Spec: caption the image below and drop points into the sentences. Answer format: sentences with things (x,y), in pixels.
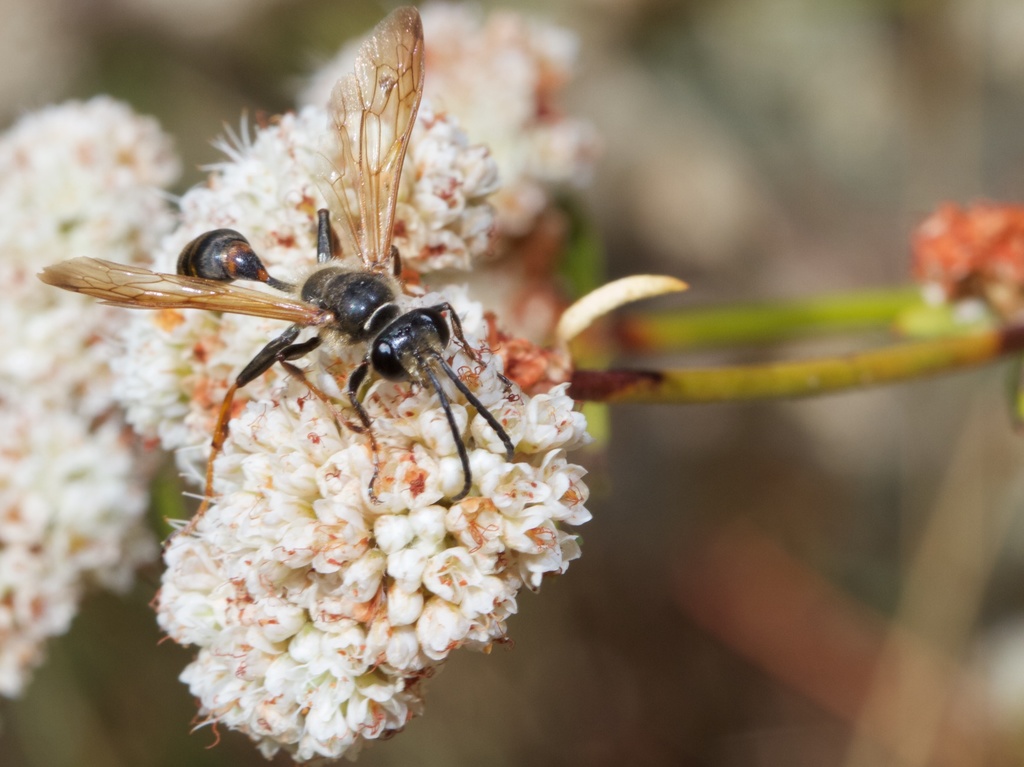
In this image there are white color flowers (217,499). There is an insect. The image is blurry in the background (722,263).
